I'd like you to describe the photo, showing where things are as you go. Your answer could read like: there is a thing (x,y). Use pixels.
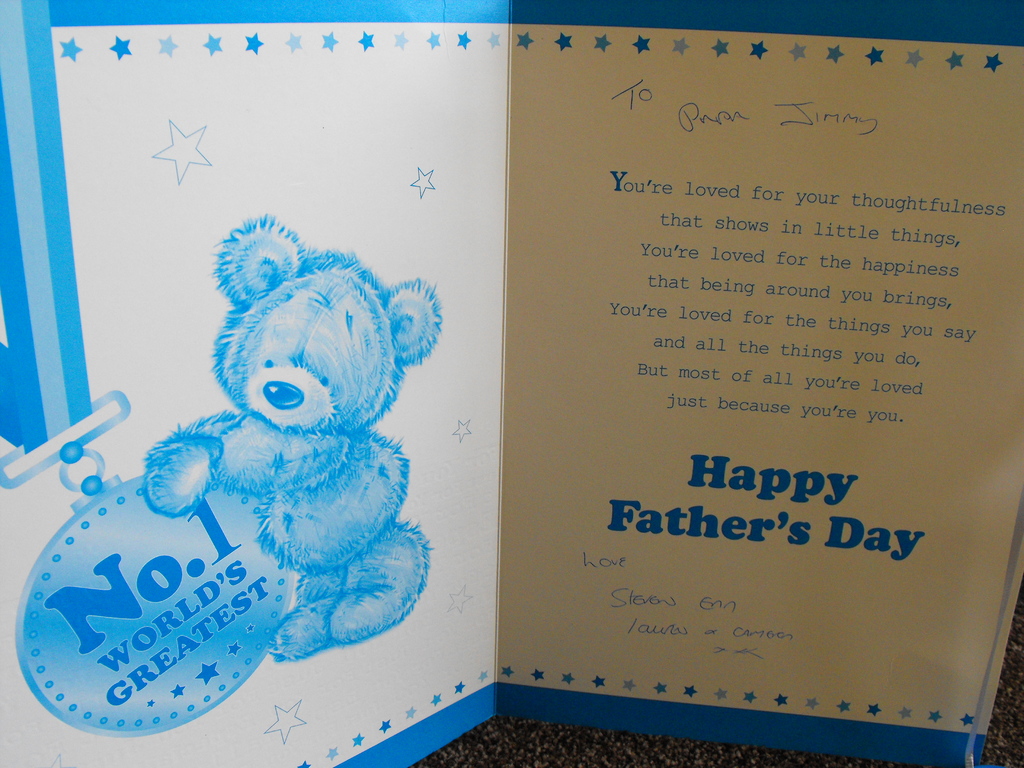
In this image I can see the greeting card (561,209) which is in white and blue color. It is on the black color surface (590,752). I can see the name happy fathers day (697,518) is written on it.
